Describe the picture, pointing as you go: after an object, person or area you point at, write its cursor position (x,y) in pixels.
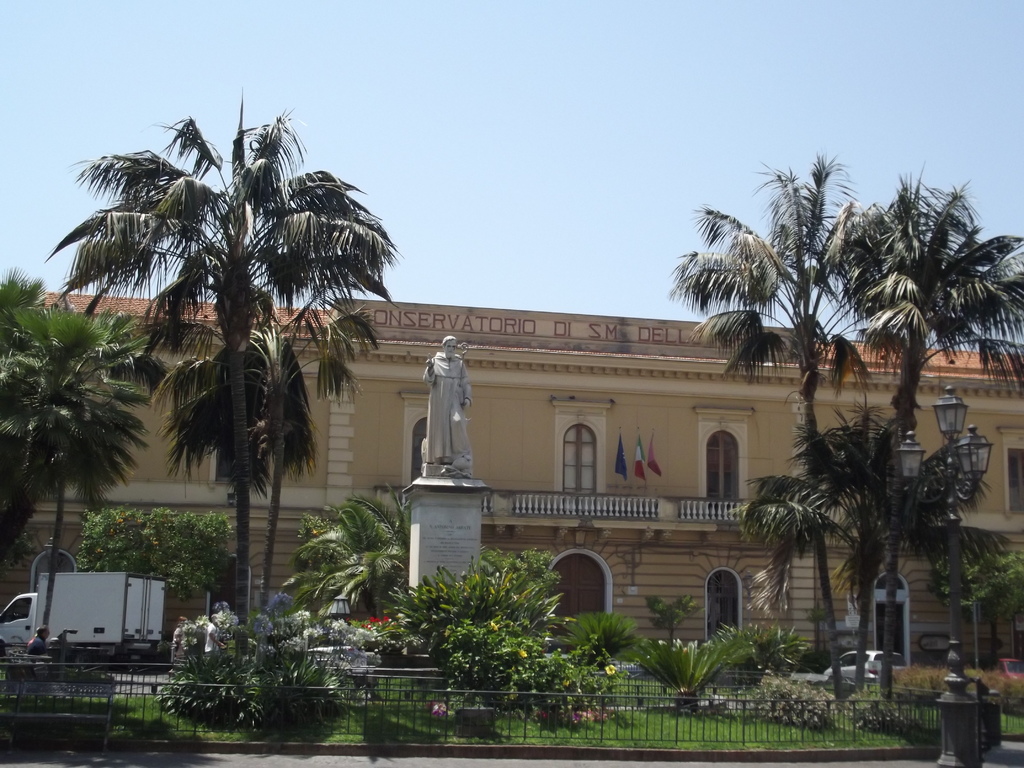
In the center of the image (423,489) there is a statue (417,502). In the background (877,376) we can see building (534,324), trees (309,340) and sky (460,149). On the right side of the image (877,480) we can see trees (838,465) and street lights (912,451). On the left side of the image (27,616) we can see vehicle (85,635) on the road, person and trees (122,385).
